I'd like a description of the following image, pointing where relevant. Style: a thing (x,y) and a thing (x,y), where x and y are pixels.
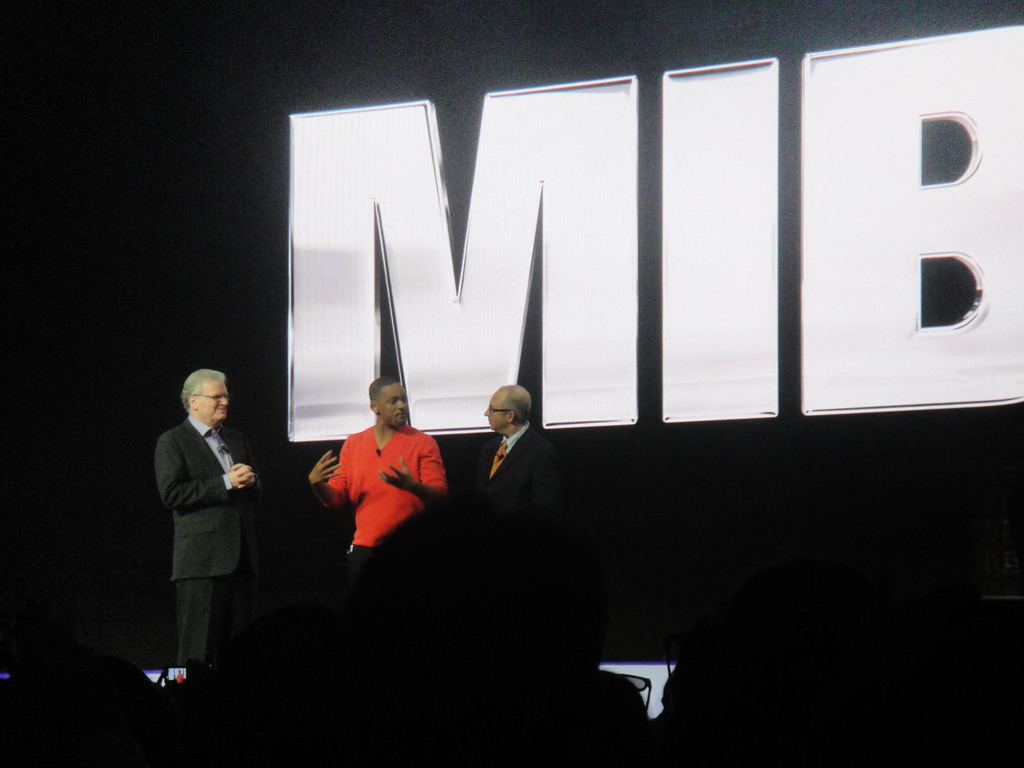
In this image, we can see people (461,616) and some are wearing coats (231,441) and ties (227,460). In the background (551,233), there is some text (476,222) on the screen (475,223).
